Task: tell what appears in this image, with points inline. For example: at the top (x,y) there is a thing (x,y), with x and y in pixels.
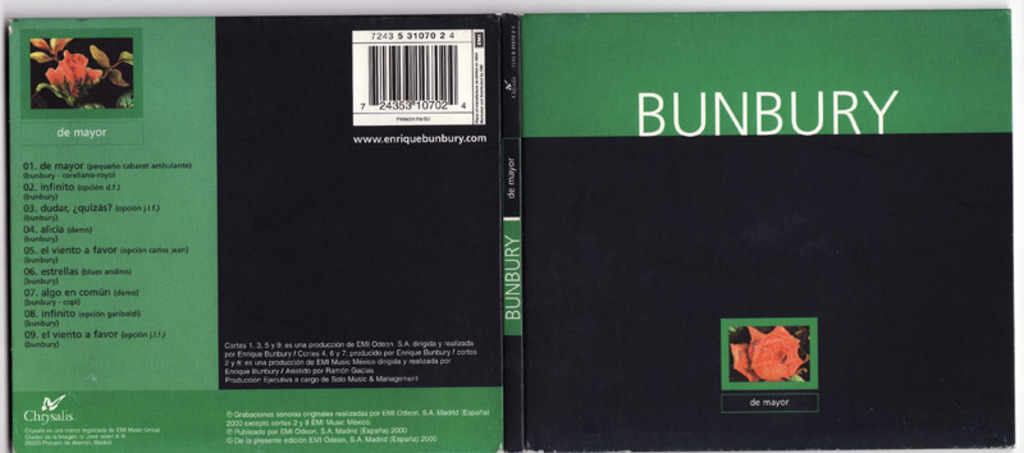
This image is a cover page (320,216) of a green and black combination book (453,269). In this image there are two flowers (761,343) visible. There is a black and also white color text (313,439) on the book (458,418). Bar code (422,80) is also visible.
